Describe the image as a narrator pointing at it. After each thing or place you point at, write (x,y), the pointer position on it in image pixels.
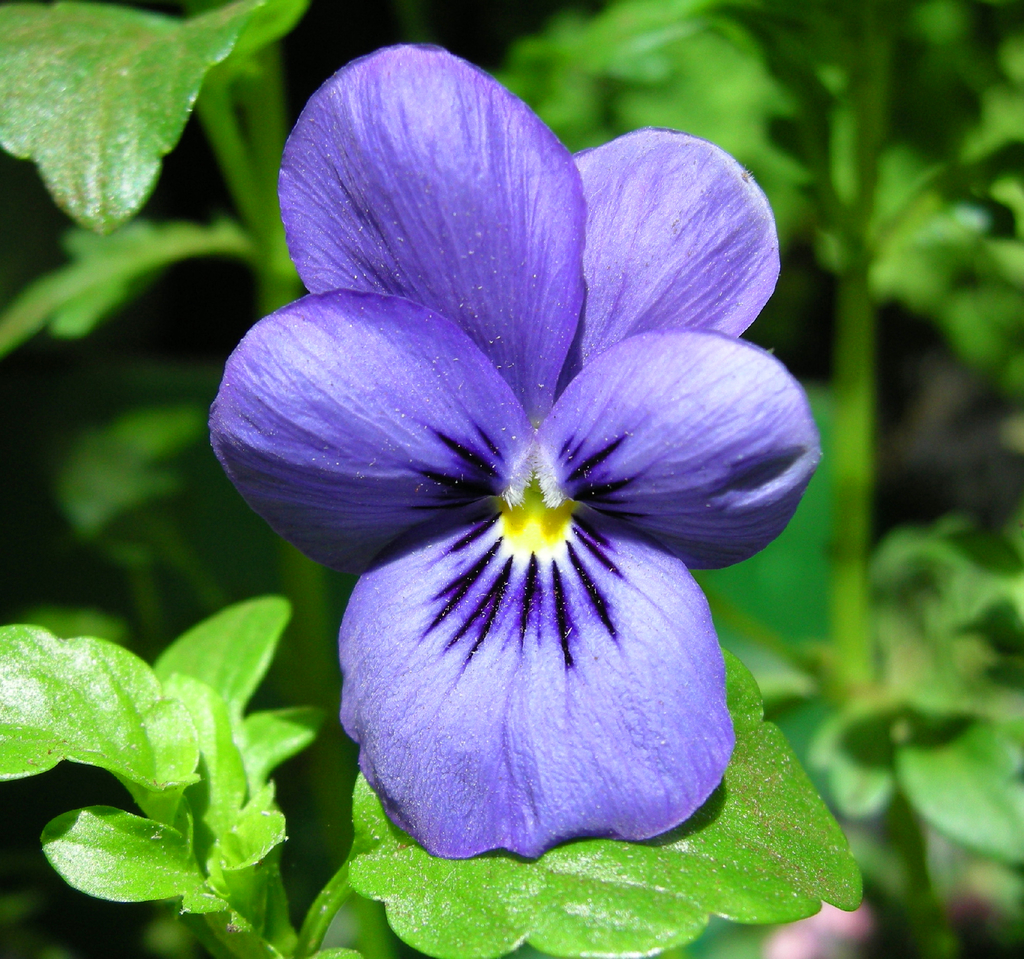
Here in this picture we can see flowers (495,405) present on plants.
